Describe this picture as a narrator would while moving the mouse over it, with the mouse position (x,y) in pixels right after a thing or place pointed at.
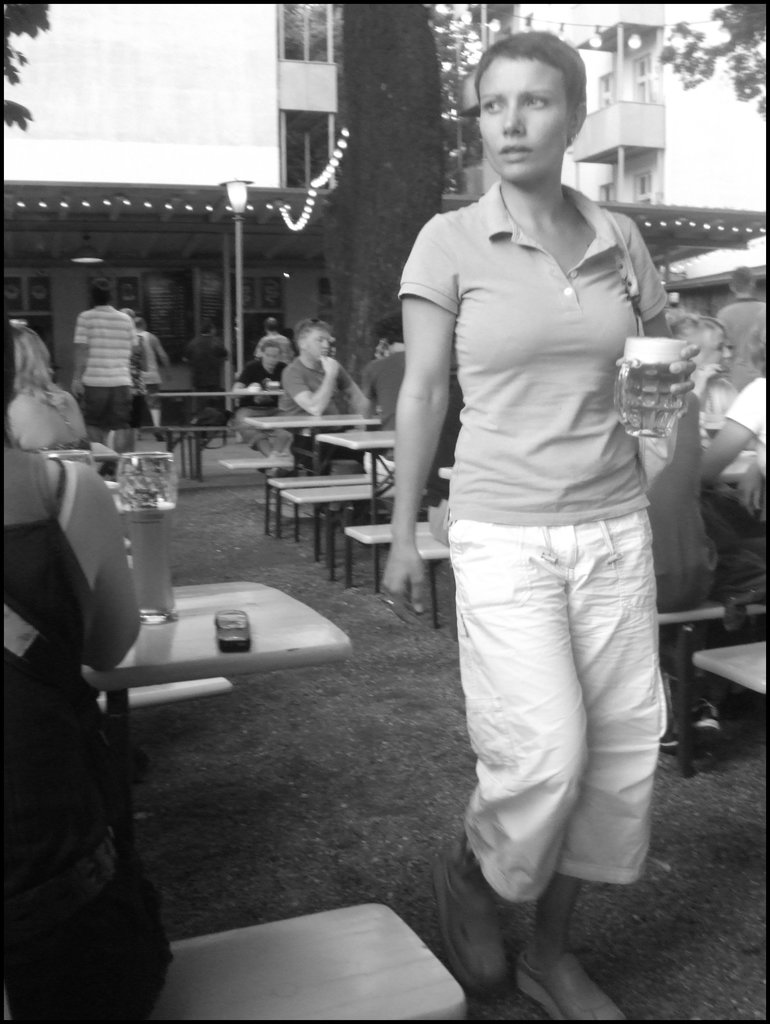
In the image we can see there is a woman (591,470) who is standing and holding glass (636,392) in her hand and at the back (292,401) there are lot of people (13,335) who are sitting on benches (412,995) and the image is in black and white colour.
